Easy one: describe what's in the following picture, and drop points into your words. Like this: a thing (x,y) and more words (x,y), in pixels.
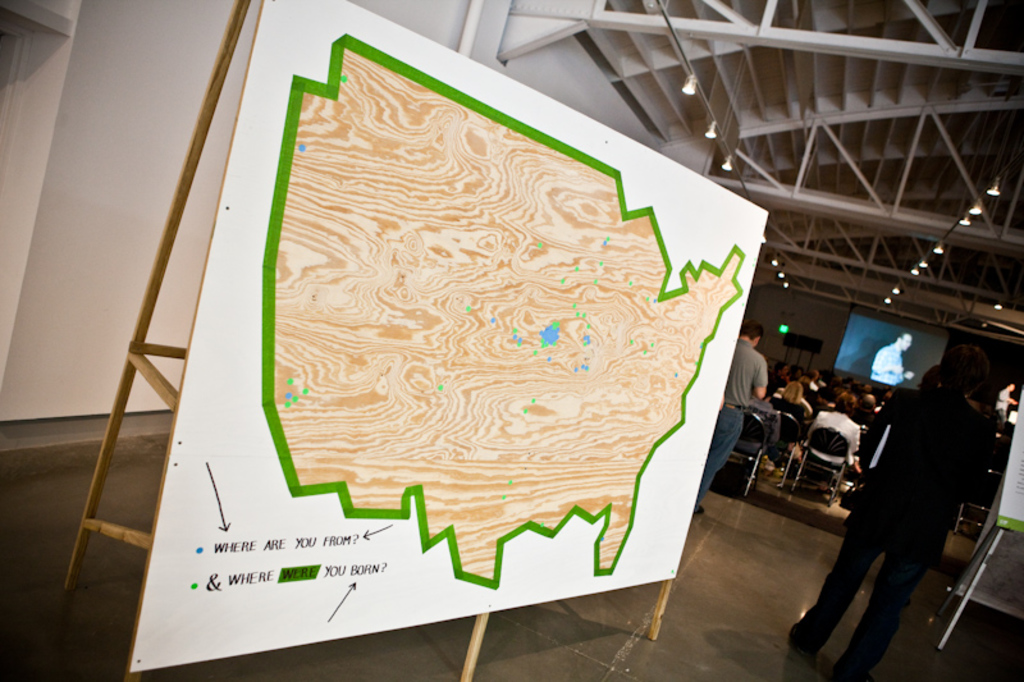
In this image we can see a board (361,397) with a map (404,509) and some text (325,538). In the background of the image (754,463) there are people (815,439) sitting on chairs (757,444). There is a person (881,553) standing. At the top of the image (789,145) there is ceiling (783,116) with lights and rods (801,121). At the bottom of the image (558,650) there is floor (41,621). To the left side of the image (60,218) there is wall (62,224).
